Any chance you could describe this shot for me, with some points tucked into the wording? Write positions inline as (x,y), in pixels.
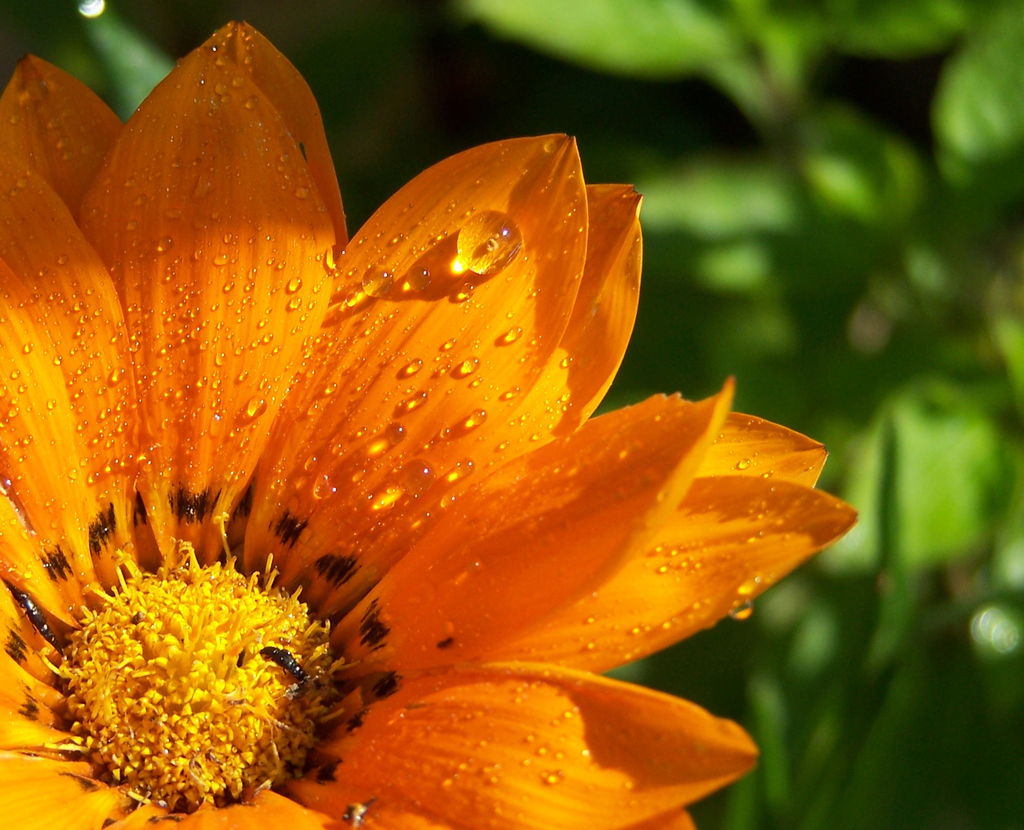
In this picture we can see a flower (197,411) and in the background (817,577) we can see leaves (817,577) and it is blurry.
